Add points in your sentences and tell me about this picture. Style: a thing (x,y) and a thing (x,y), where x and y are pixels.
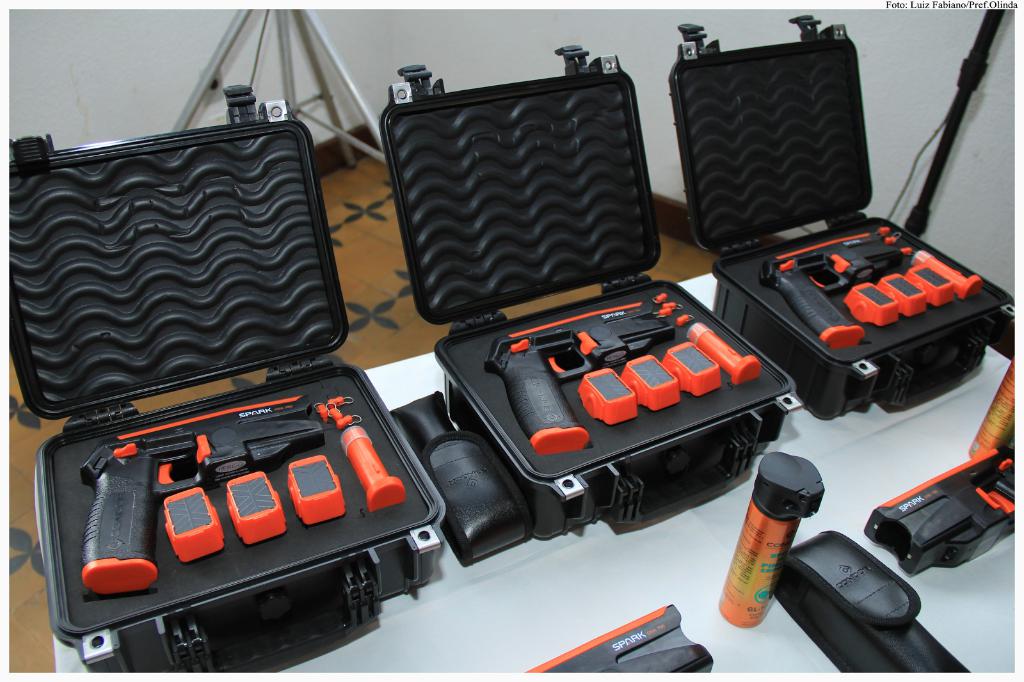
In this image we can see three black color boxes (567,272), in the boxes (359,588) we can see guns (248,452) and some other objects (374,461), also there are bottles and some other things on the white platform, in the background (513,35) we can see a stand (347,77) and the wall (551,27).
